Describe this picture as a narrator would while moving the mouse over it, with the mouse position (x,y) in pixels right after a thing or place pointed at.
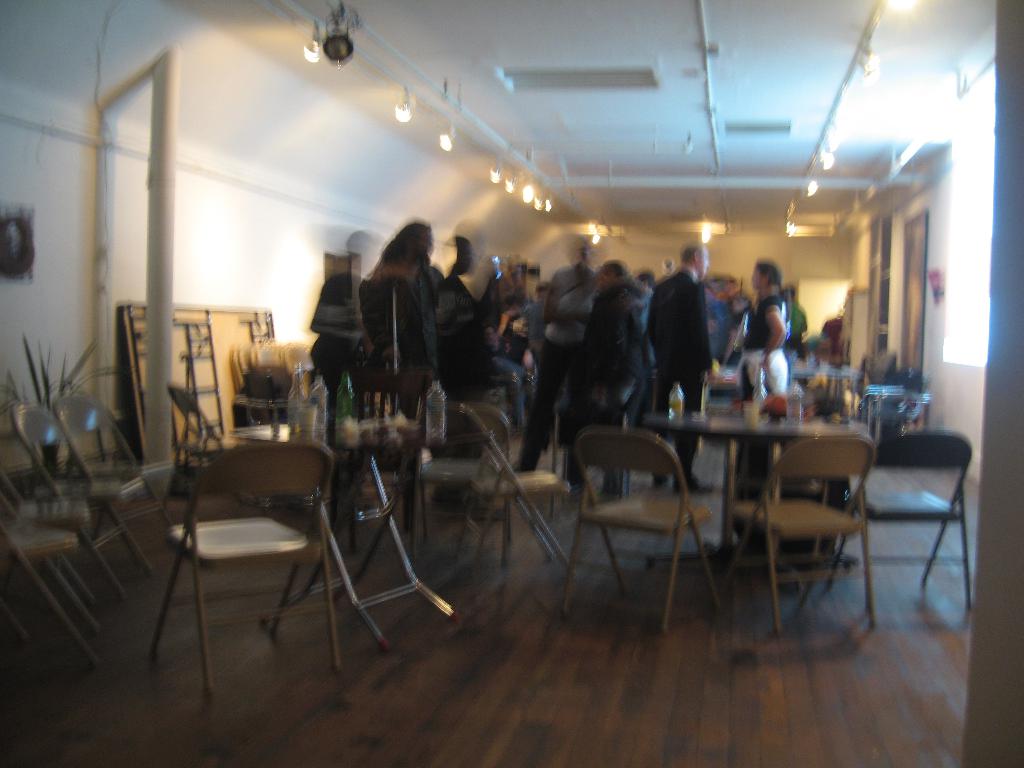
In this image, there is a brown color floor (619,741), there are some tables (710,437) and there are some chairs (455,424), there are some bottles (441,429) kept on the tables (391,433), there are some people (640,356) standing, at the top (488,139) there are some lights (829,155) and there is a roof (606,33).
